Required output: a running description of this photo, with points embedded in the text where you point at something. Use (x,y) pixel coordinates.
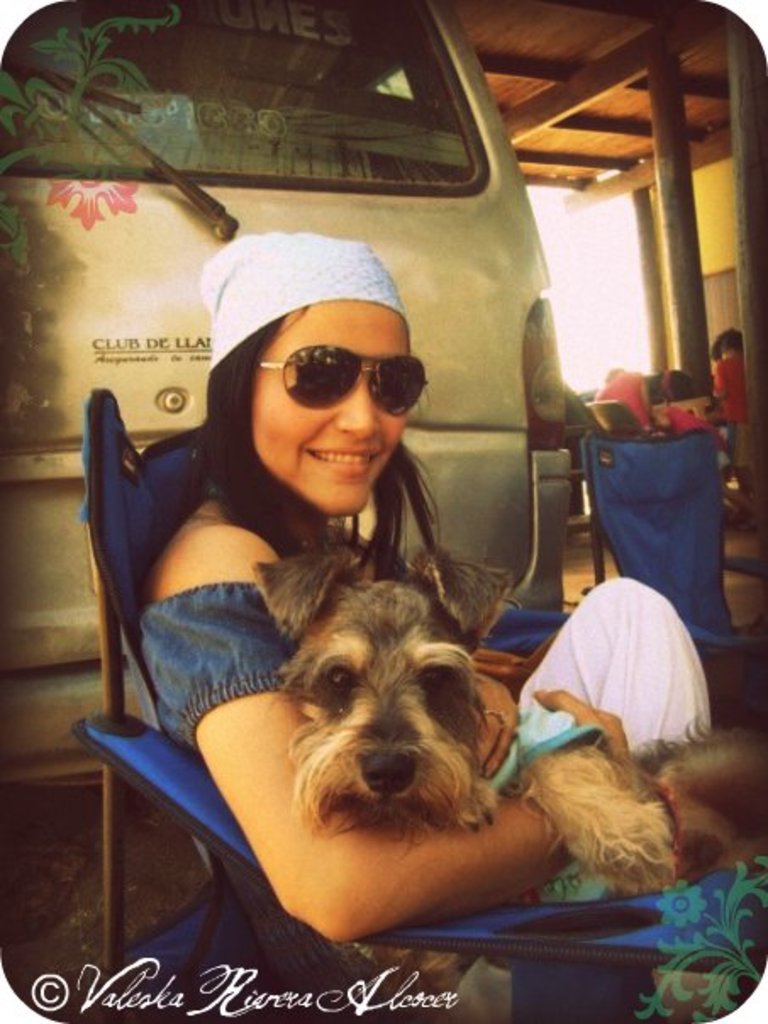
Here we can see a woman (501,722) sitting on a chair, she is wearing goggles (339,372) and a kerchief (318,271) to her head (260,326), she is holding a dog (437,719) and behind her there is a car (227,84).
